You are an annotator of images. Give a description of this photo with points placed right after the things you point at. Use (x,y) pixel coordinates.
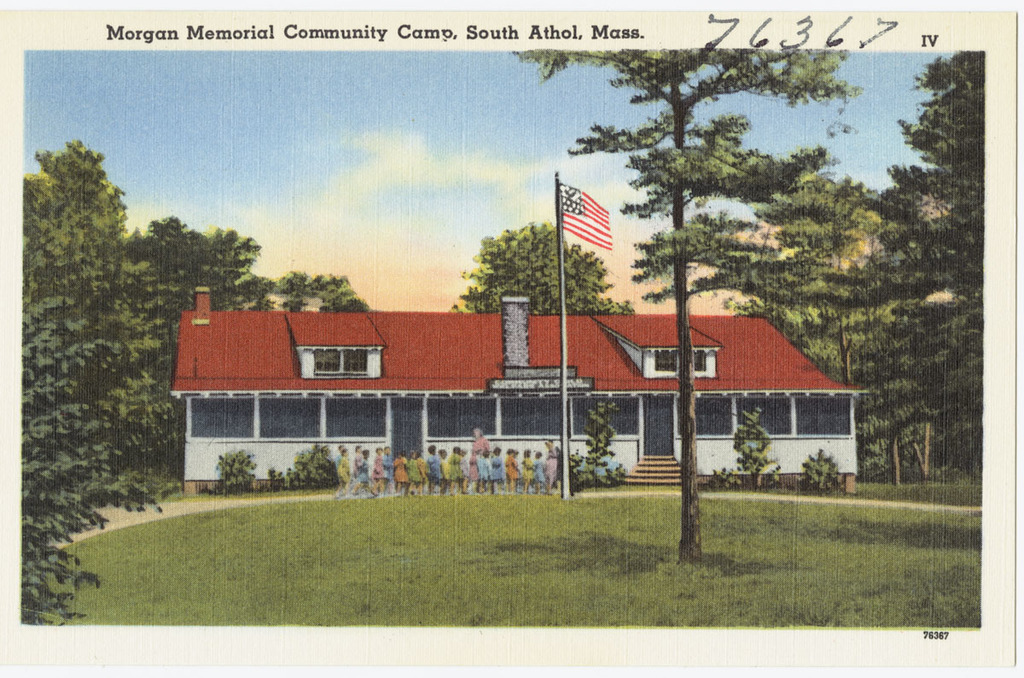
In this image in front (490,565) there is grass (616,569) on the surface (479,571). In the center of the image (345,341) there is a building (626,410). There are stairs (660,460). There is a flag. There are people (553,448) standing in front of the building (479,354). There are plants (831,466). In the background of the image (371,170) there are trees (258,304) and sky (383,190). There is some text (470,32) on the top of the image (854,18).
